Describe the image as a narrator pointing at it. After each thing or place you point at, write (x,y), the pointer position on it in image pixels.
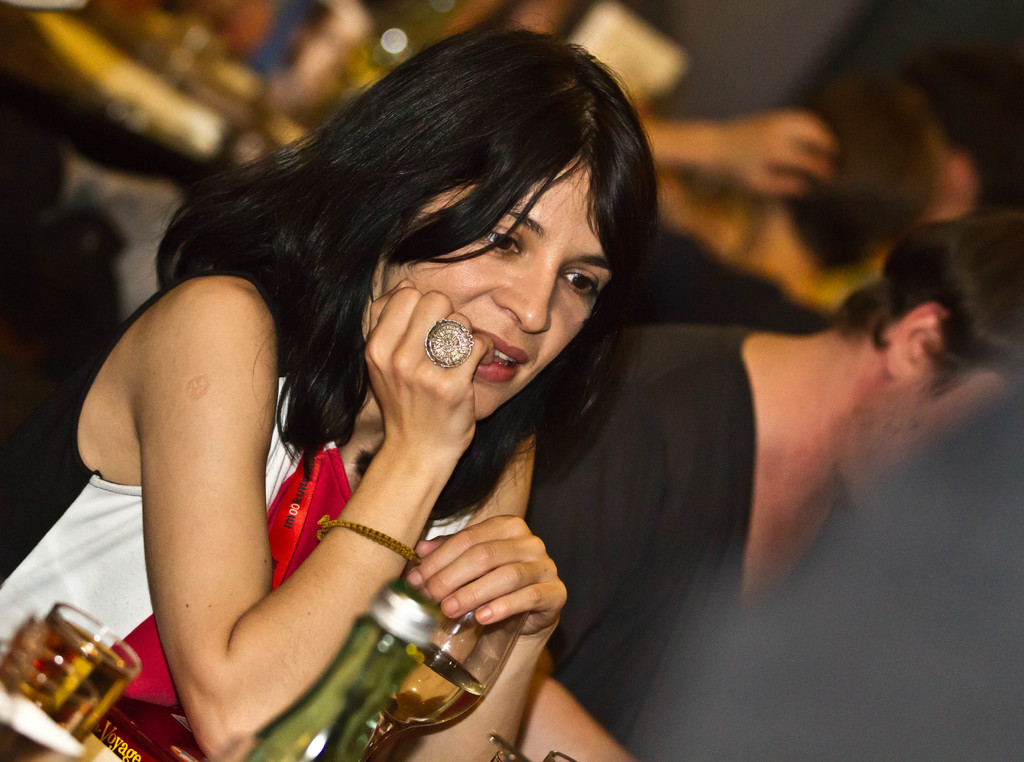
There is a lady (213,292) wearing ring (457,349) and bracelet (336,526) is holding a glass (463,654). In front of her there is a glass (62,668) and bottle (363,681). In the back (743,366) there is a person (827,177) and it is blurred in the background (831,398).
